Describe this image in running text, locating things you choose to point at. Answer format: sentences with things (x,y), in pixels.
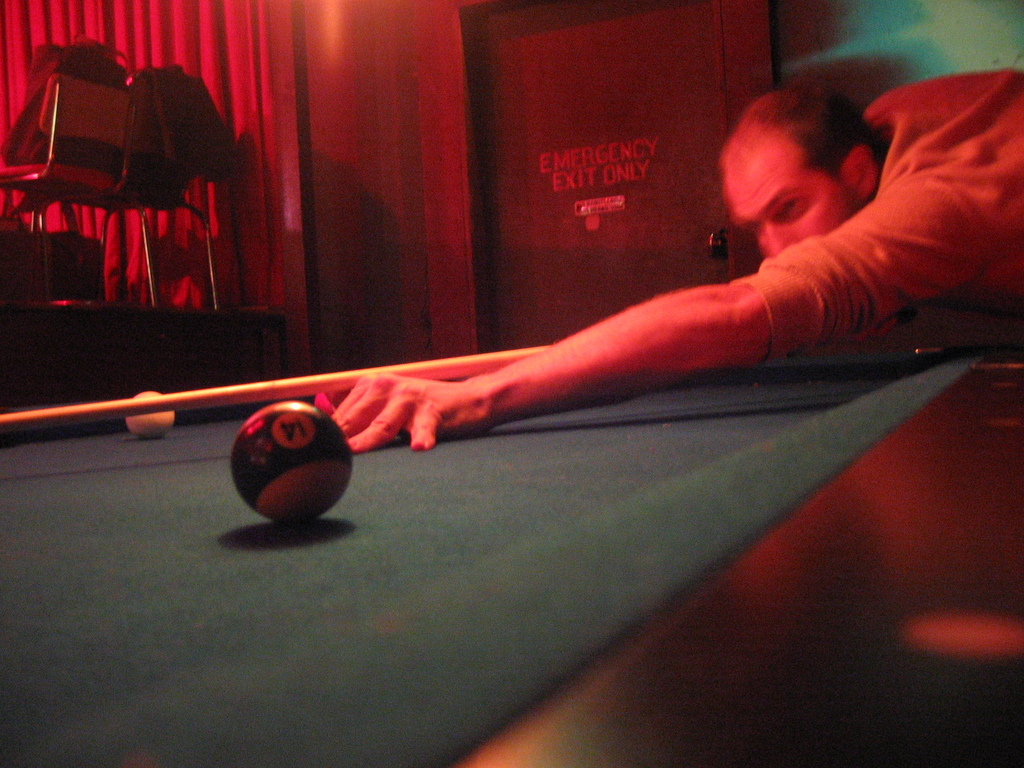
In this image a man (701,369) is playing snooker holding a stick (319,380) in his hand (474,382). On the table (483,466) there are two balls (150,429). In the background (482,127) there is a door (596,100) with a name emergency exit only (623,156). There are chairs (97,139) and curtain (152,36).
